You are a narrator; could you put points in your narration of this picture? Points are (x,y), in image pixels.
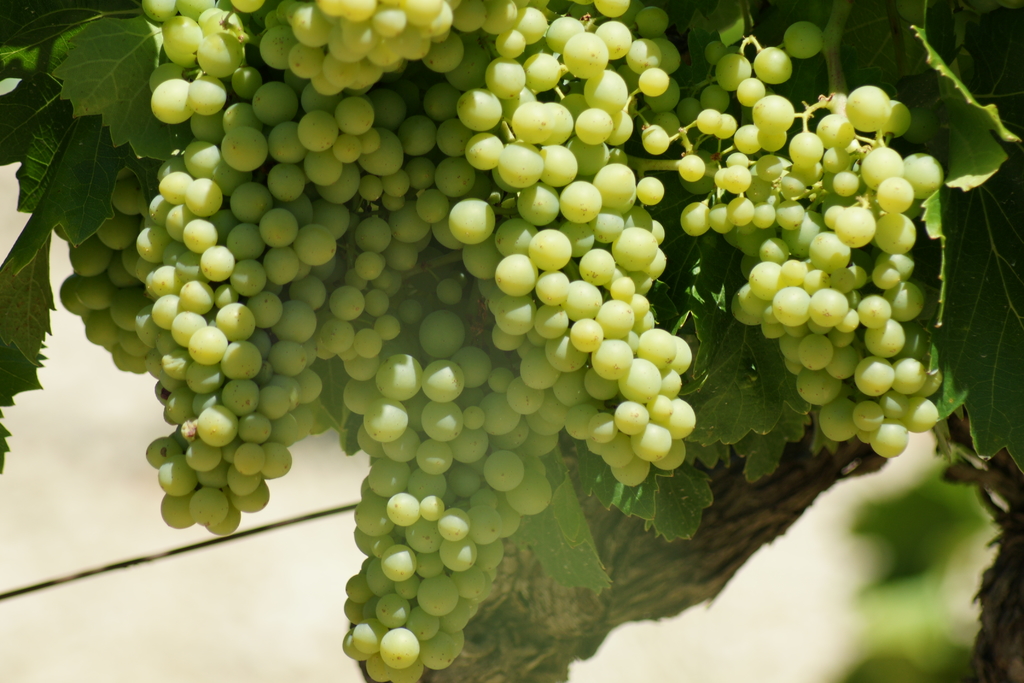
Here there is a grape tree (598,332).
